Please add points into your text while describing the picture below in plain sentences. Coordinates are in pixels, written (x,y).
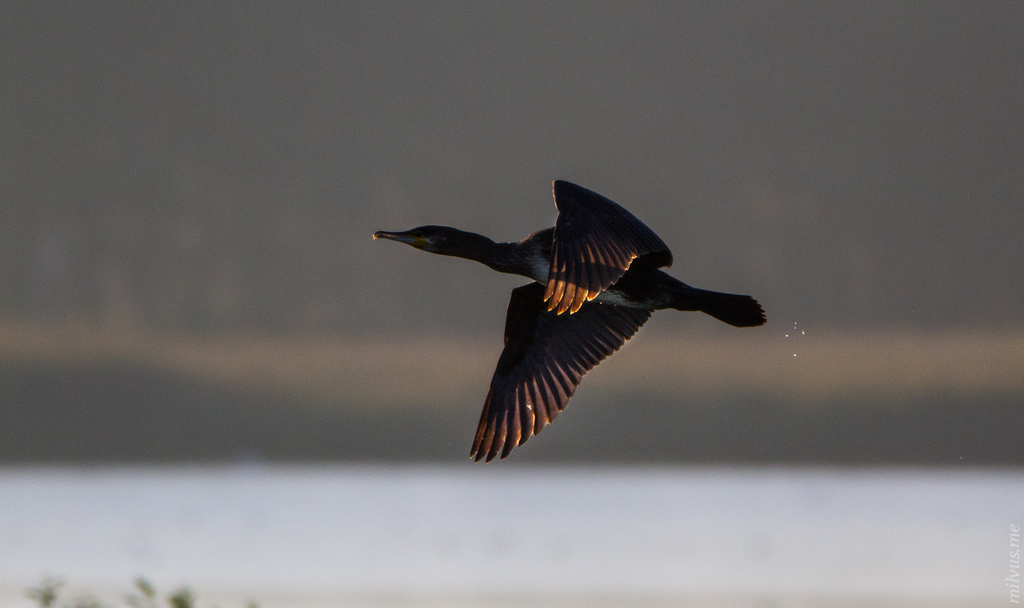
Here in this picture we can see a black colored bird (541,309) flying in the air (519,281) over there.
